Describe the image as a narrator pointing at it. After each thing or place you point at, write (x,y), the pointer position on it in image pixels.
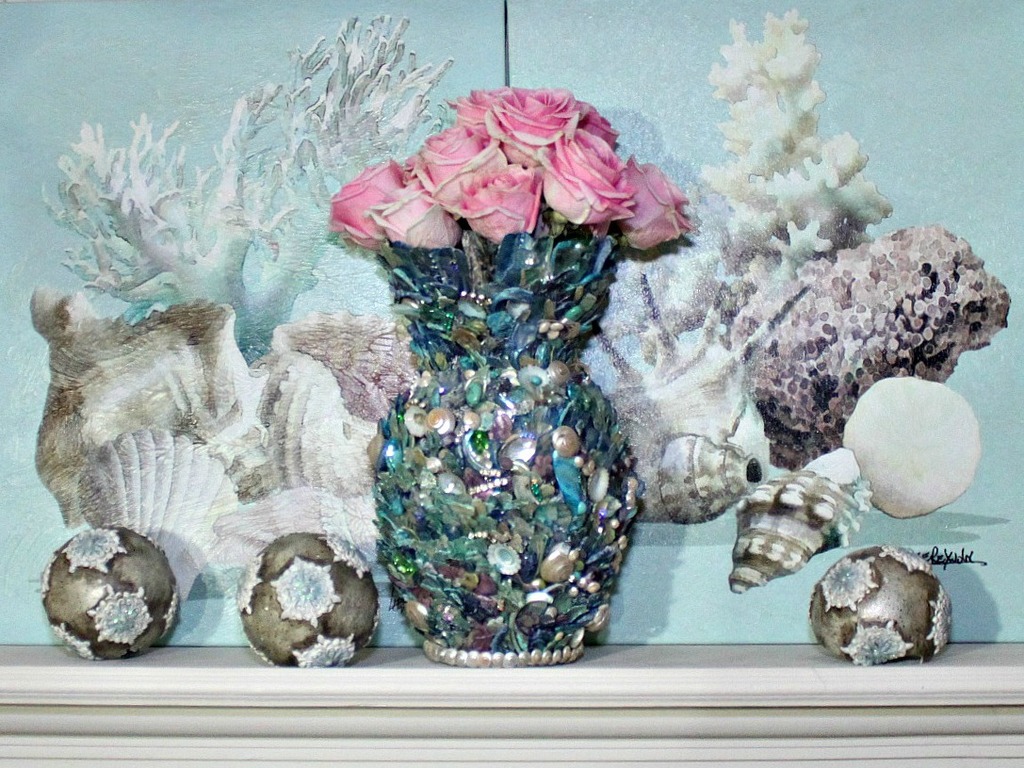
In this image we can see some decorative items (516,219) that is a flower pot (574,562) and some other items (329,590) on the surface (304,677) and there is also a painting (84,294) at the background (943,232), the painting (807,493) is of shells (717,492) and also some sea plants (911,257).
